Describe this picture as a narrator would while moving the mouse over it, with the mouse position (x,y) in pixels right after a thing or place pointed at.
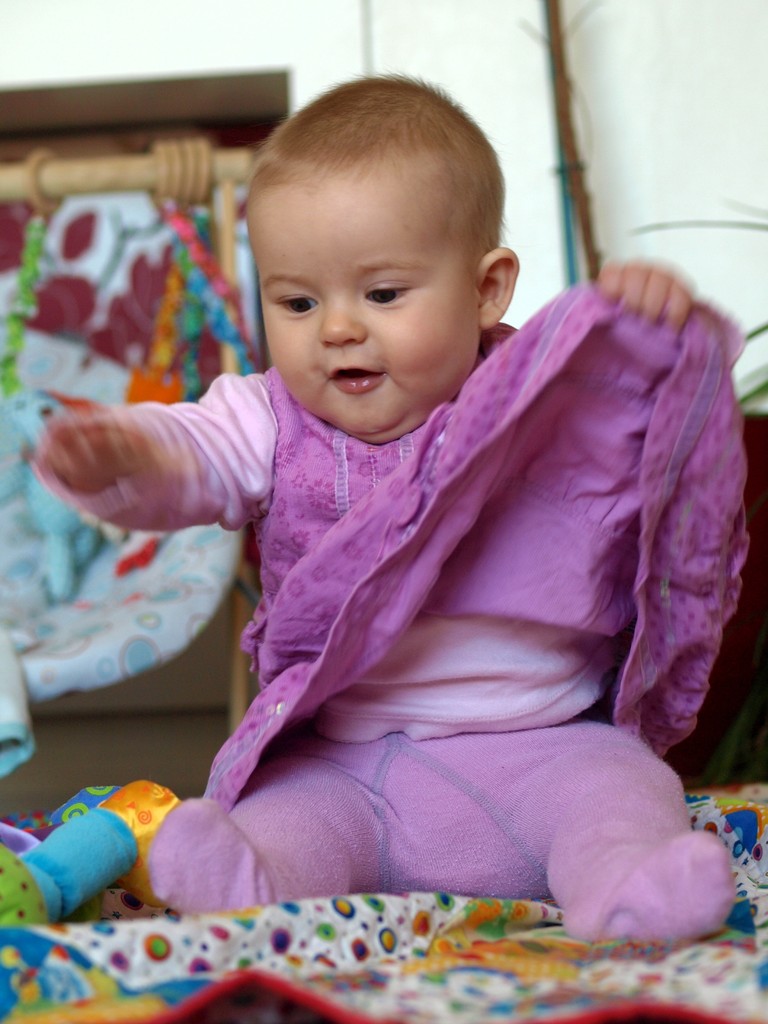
In this picture there is a small baby (497,298) in the center of the image (332,395), on a bed (31,824) and there are toys (46,844) at the bottom side of the image (22,888) and there is a cradle (41,355) in the background area of the image (41,355).
